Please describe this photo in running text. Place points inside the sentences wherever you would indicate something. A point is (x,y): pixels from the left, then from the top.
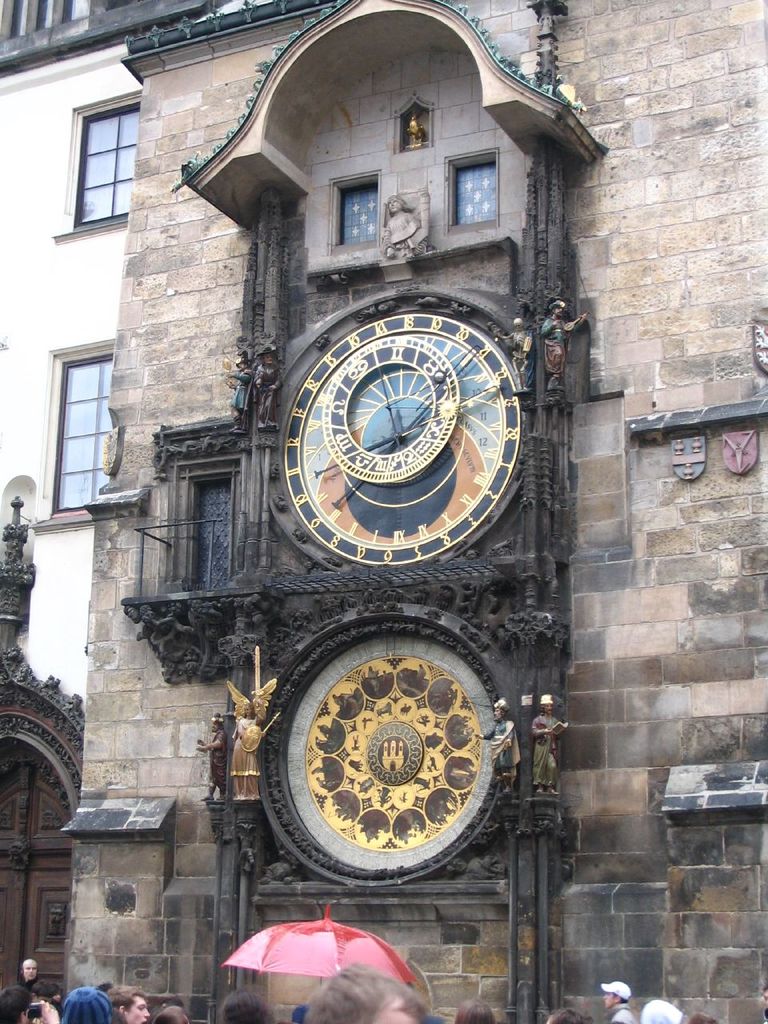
This is the picture of a building (644,569). In this image there is a clock (432,554) and there are sculptures (465,867) on the building (594,571). At the back (52,978) there is an another building (87,458). At the bottom (31,873) there are group of people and there is a door (14,880).
